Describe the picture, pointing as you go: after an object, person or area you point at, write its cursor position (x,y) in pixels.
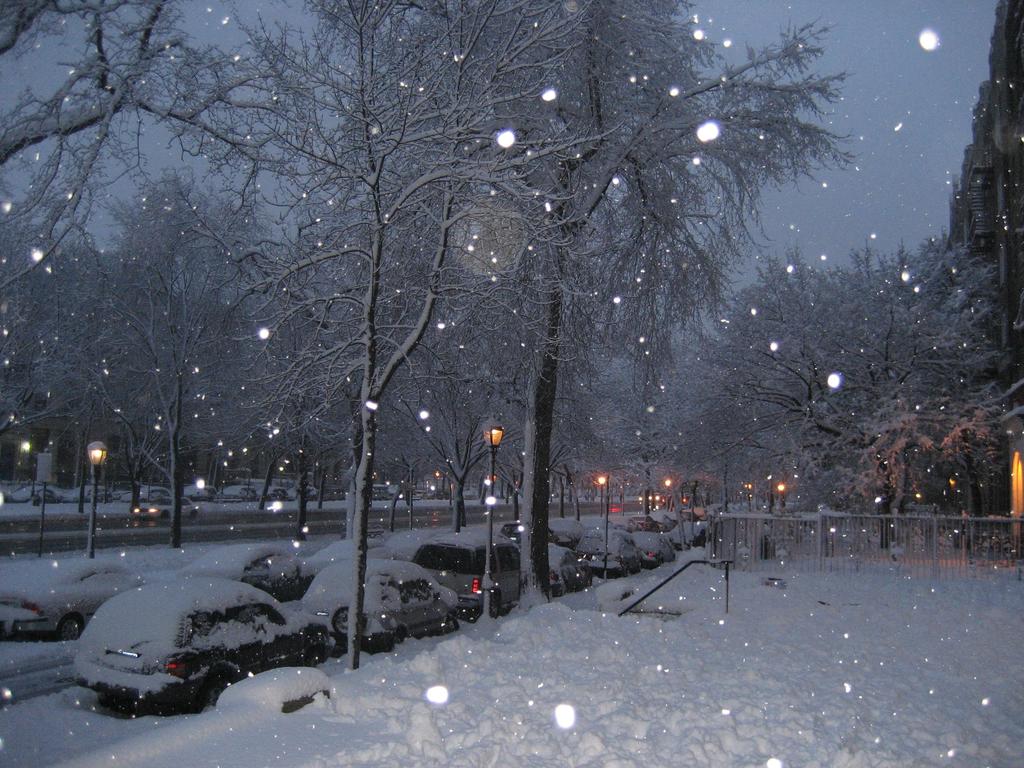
There are cars (458,595) covered with snow (597,533). Here we can see poles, lights (751,484), fence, and trees (313,211). In the background (790,24) there is sky (872,136).
